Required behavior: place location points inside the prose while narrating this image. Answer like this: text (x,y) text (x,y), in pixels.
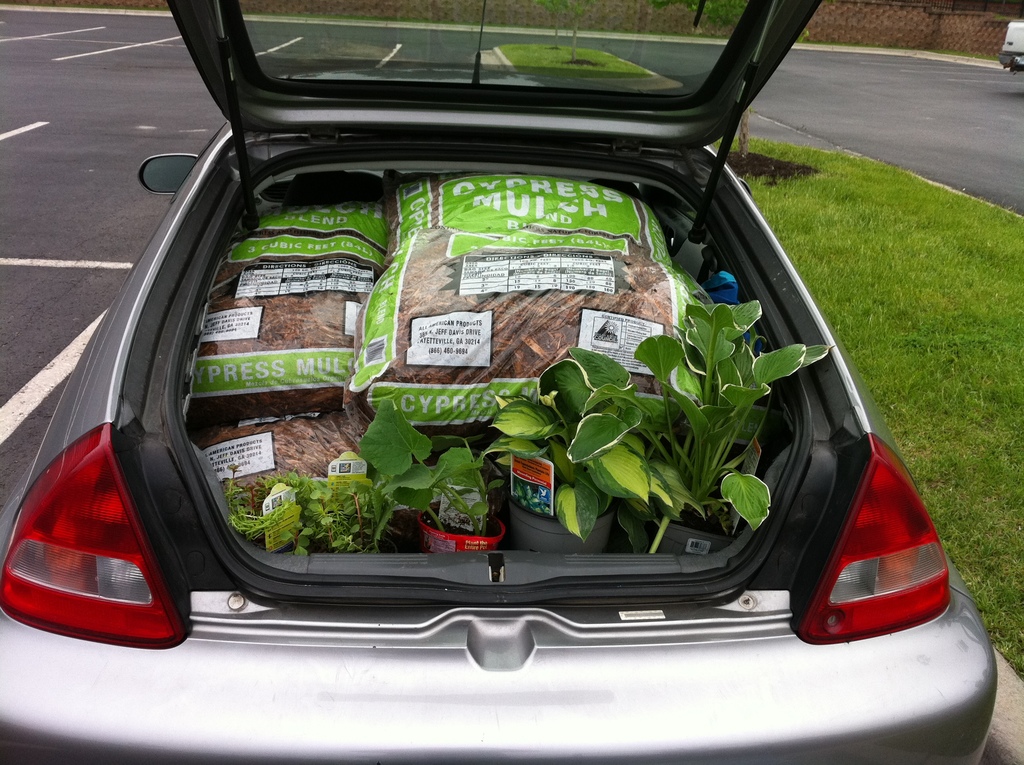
In this image we can see there is a car (114,491). In the car (880,429) there are a few bags (361,378) and plants (408,466), beside the car (861,429) there is a grass (891,330) in the middle of the road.
